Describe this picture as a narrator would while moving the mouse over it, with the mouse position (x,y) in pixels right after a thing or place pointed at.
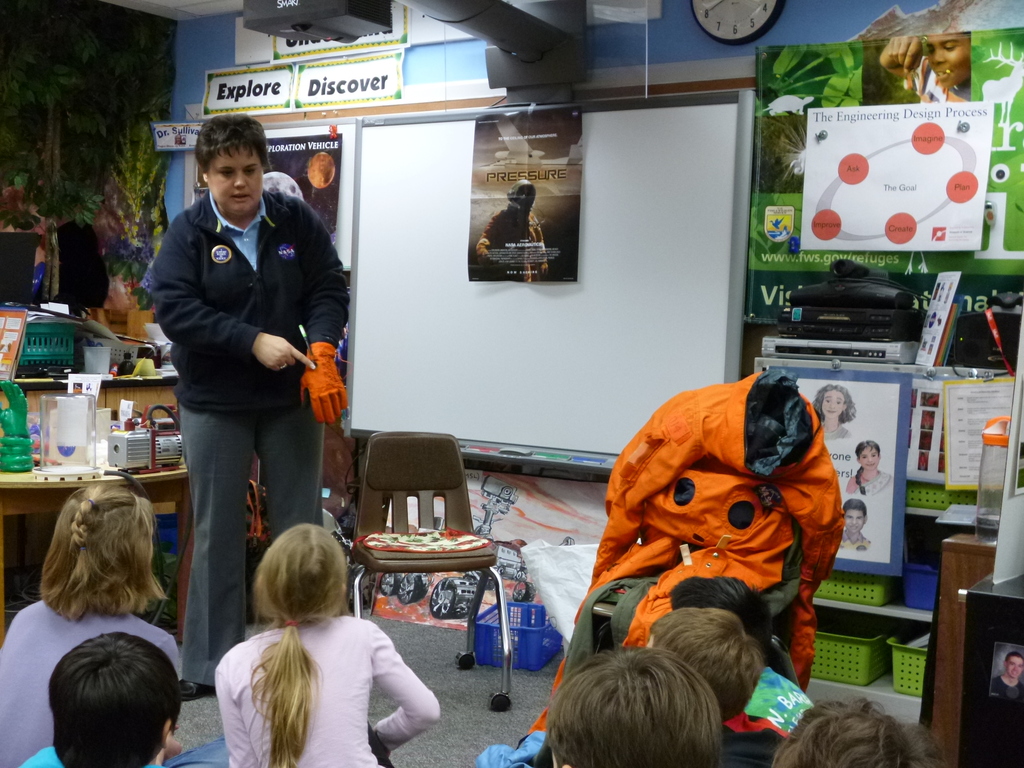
In this image we can see these people (106,592) are sitting on the floor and this person (178,287) wearing sweater (217,391) and glove (324,400) is standing. Here we can see a chair (436,565) and chair (722,483) covered with suit (749,497). Here we can see some objects (50,465) placed on the table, we can see boards (578,408), posters (937,477), CD player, bottle (991,421), baskets (860,658), clock (707,4) to the wall (822,17) and the projector (292,36) attached to the ceiling (231,7).
